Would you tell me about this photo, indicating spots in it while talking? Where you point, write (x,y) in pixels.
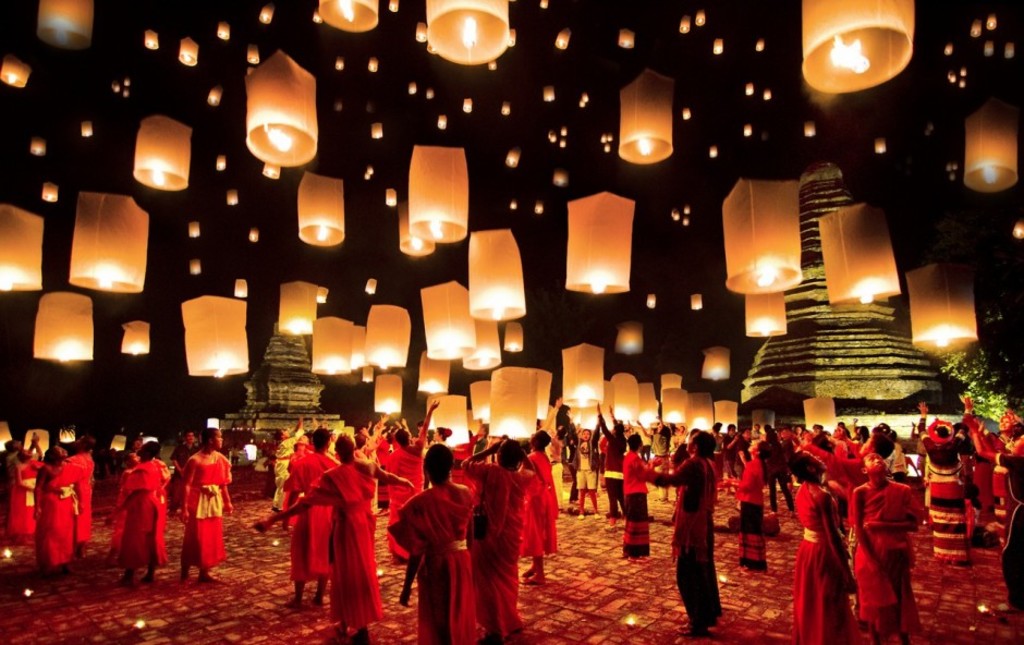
In this picture we can see group of people (382,453) and paper lanterns (460,332), in the background (265,404) we can find few buildings (806,341) and trees (974,384).
